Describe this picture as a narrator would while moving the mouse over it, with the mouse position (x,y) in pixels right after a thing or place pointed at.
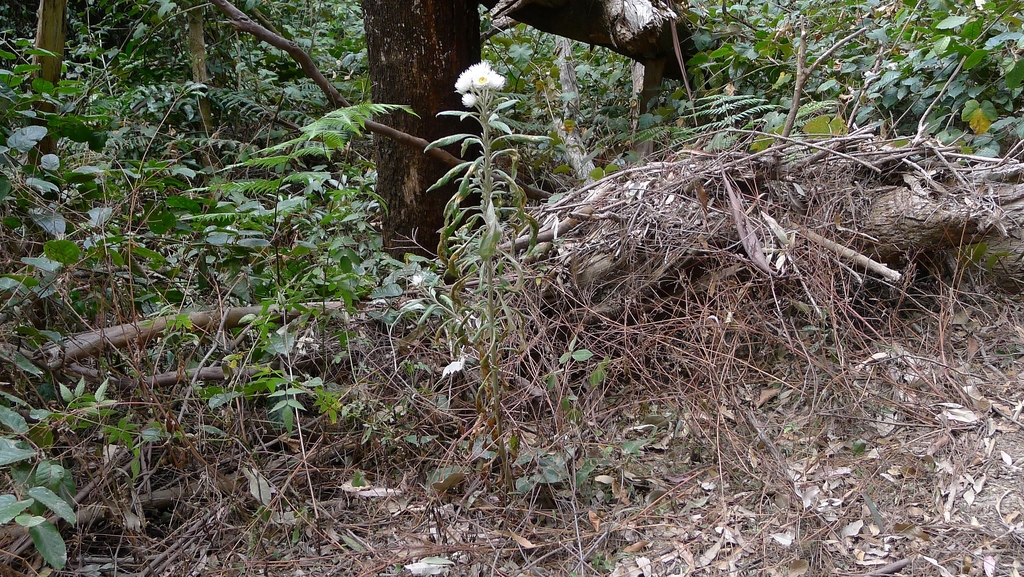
Here we can see plants (269,210) and flowers (497,85).
